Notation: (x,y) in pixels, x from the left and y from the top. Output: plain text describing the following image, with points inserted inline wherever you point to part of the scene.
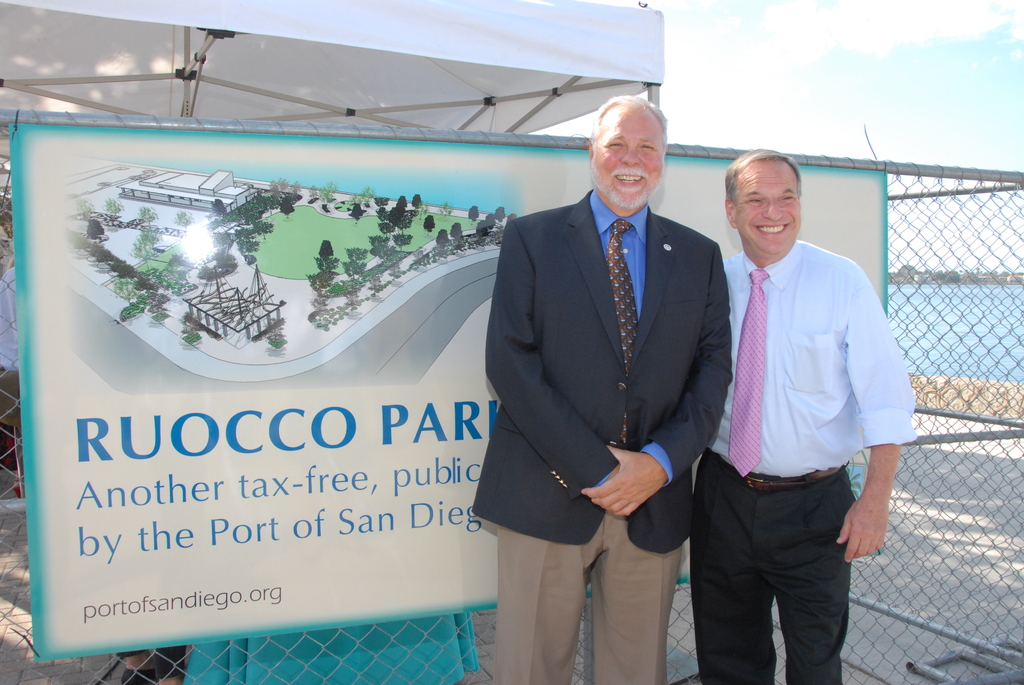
There are two men (775,343) and they are smiling. In the background (489,424) we can see a banner (267,341), fence (948,649), water (942,334), and sky (875,132).
